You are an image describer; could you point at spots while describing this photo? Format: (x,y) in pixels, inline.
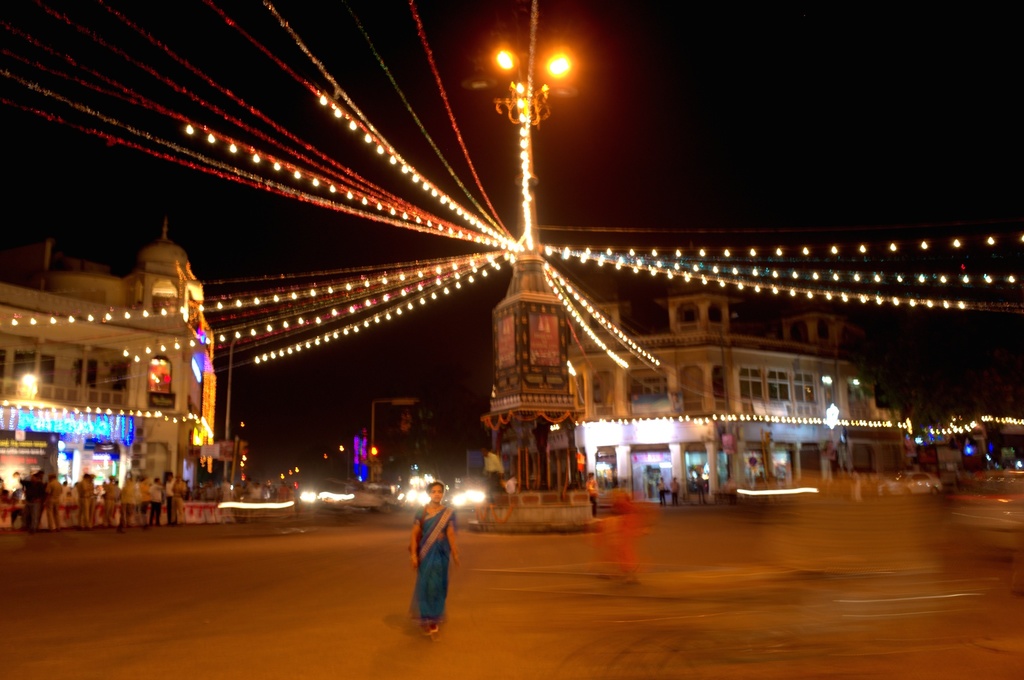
Here there are buildings (648,385), here a woman (441,535) is walking on the road (643,602), here there are lights (649,259), this is sky (795,127).
